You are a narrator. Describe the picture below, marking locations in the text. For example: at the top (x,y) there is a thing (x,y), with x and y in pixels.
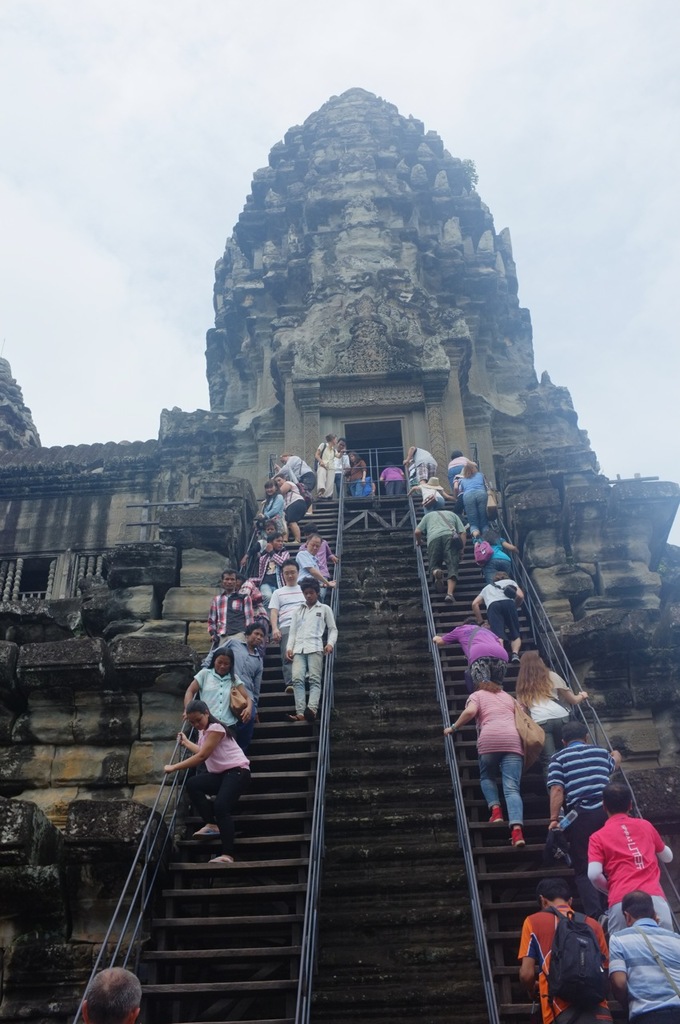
In the image we can see there are people (319,558) standing on the stairs (477,807) and there is a building (477,388). There is a cloudy sky (322,62).
